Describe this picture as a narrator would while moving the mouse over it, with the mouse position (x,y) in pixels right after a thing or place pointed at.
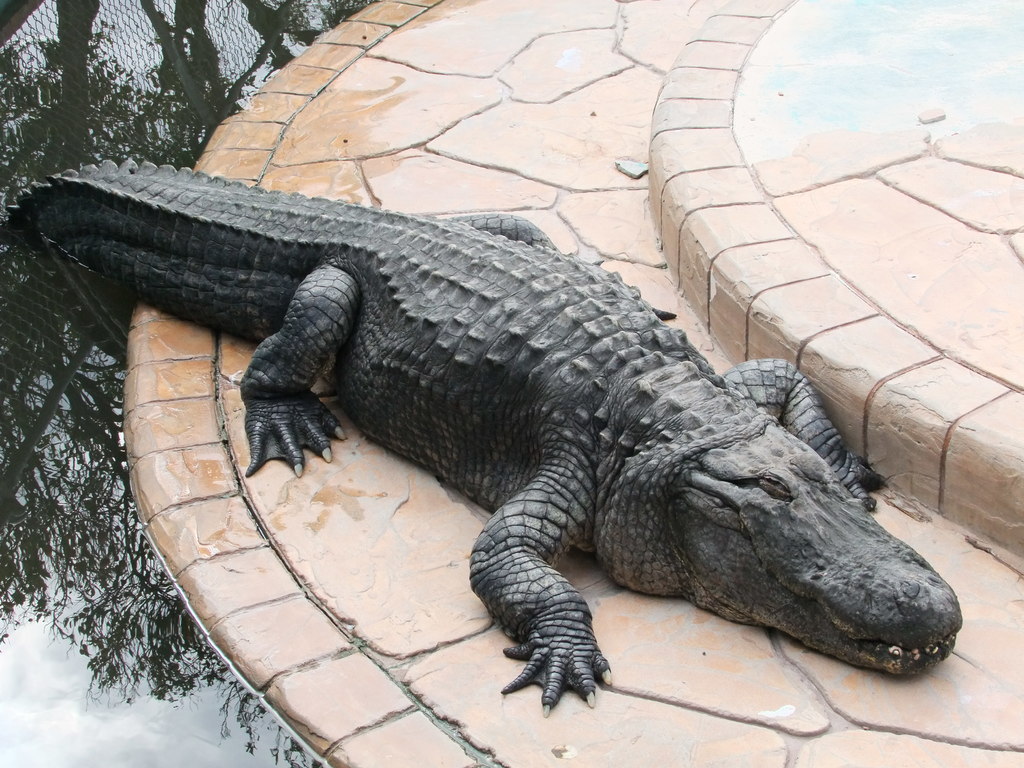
In this image, we can see a crocodile (560,468). There is a pond (43,330) on the left side of the image (77,412).
